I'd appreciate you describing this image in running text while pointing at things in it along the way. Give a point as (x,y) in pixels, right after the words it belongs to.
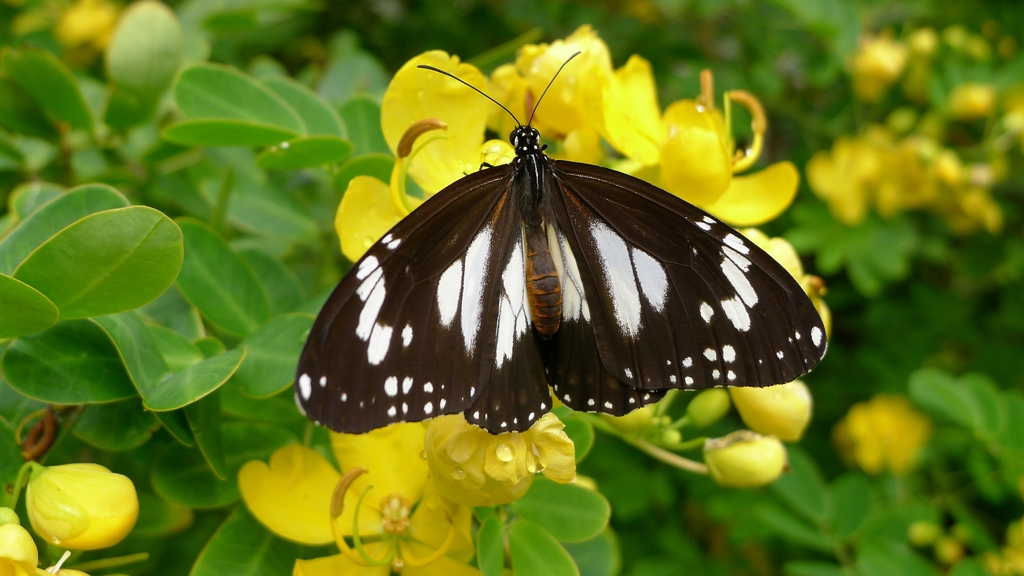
In this picture there is a butterfly (510,228) on the flower (561,71) and there are yellow color flowers (402,520) on the plants (857,483) and the butterfly (366,415) is in black and white color.
